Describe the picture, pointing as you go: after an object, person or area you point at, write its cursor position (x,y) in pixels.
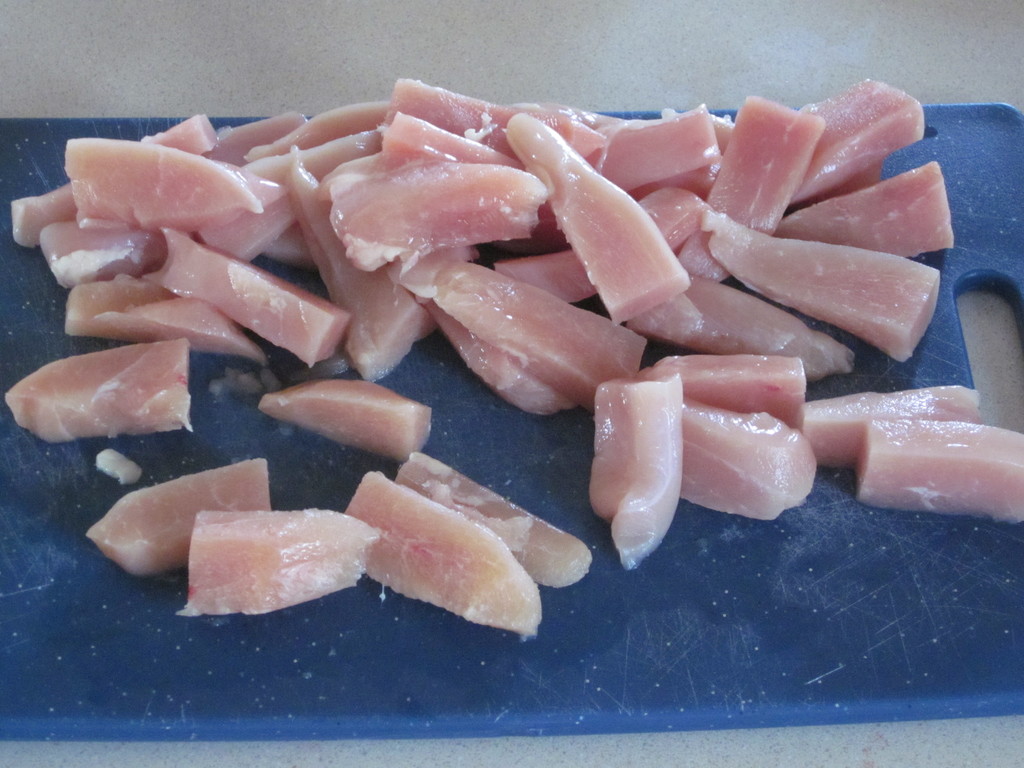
In this picture we can see a cutting board (812,564) on the surface (834,733) with meat pieces (575,268) on it.
